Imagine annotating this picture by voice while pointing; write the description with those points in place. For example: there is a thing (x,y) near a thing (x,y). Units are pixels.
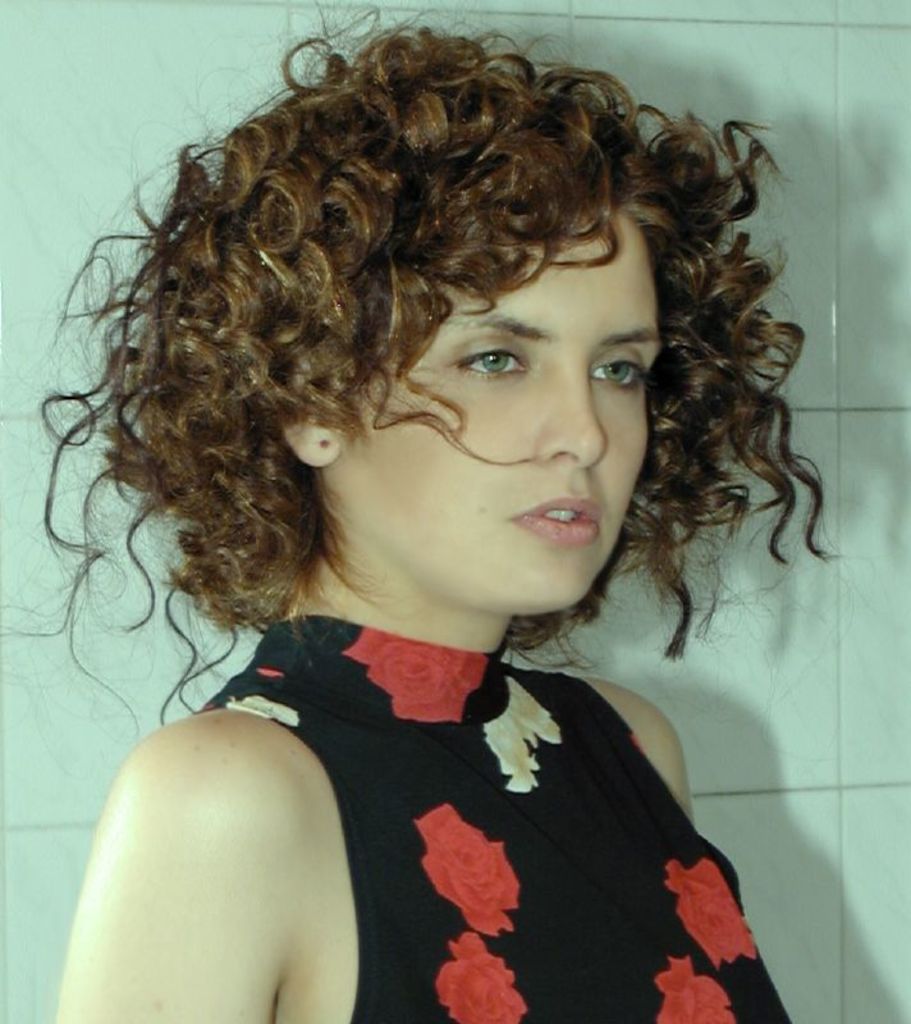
In the image we can see a woman (464,903) wearing clothes (523,872). These are the tiles (765,742), white in color. This is an earring stud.
